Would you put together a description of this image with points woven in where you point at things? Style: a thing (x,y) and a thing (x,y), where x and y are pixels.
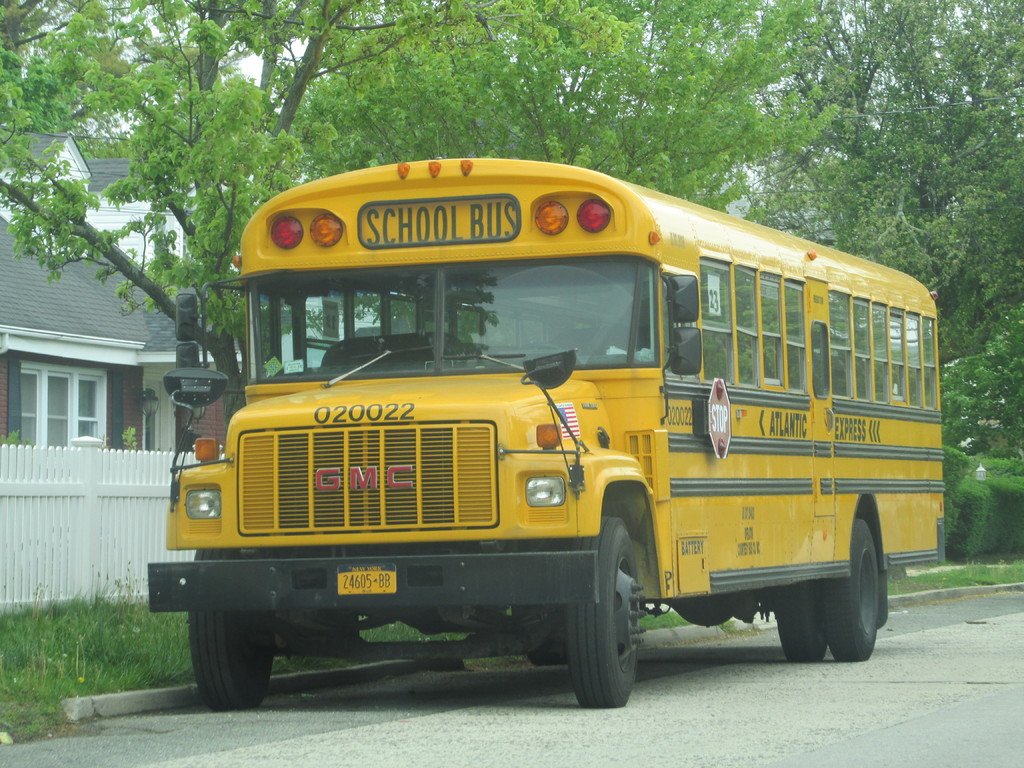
This image consists of a bus (517,454) in yellow color. At the bottom (355,746), there is a road (418,707). In the background (825,113), there are trees (916,260) and houses (41,333). Beside the bus (200,501) we can see a fencing (122,523) in white color.
